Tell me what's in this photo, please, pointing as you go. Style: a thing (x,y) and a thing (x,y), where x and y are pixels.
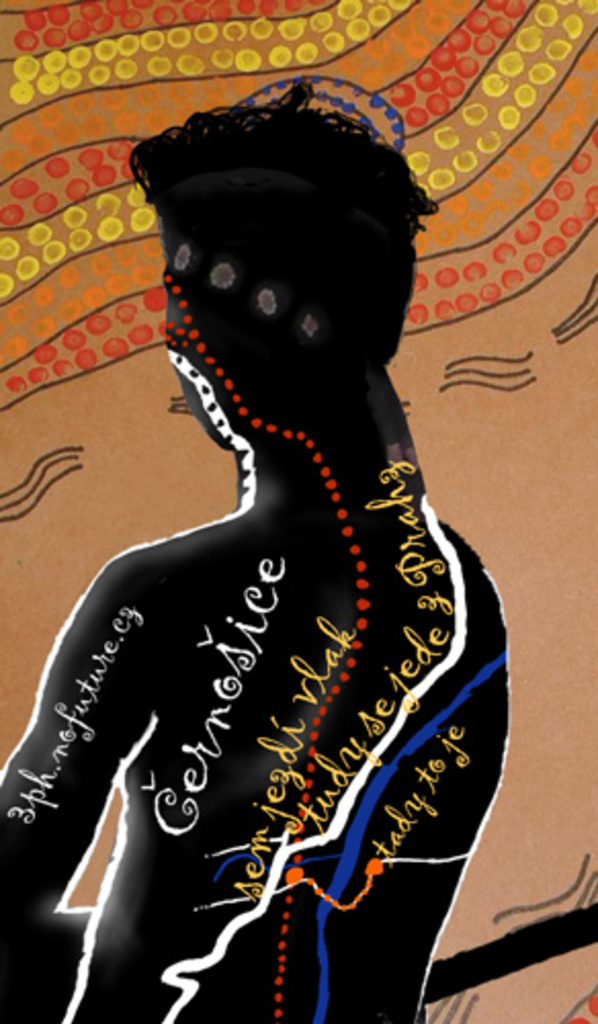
In this picture we can see painting (375,115), person (200,594) and some text (188,788).
